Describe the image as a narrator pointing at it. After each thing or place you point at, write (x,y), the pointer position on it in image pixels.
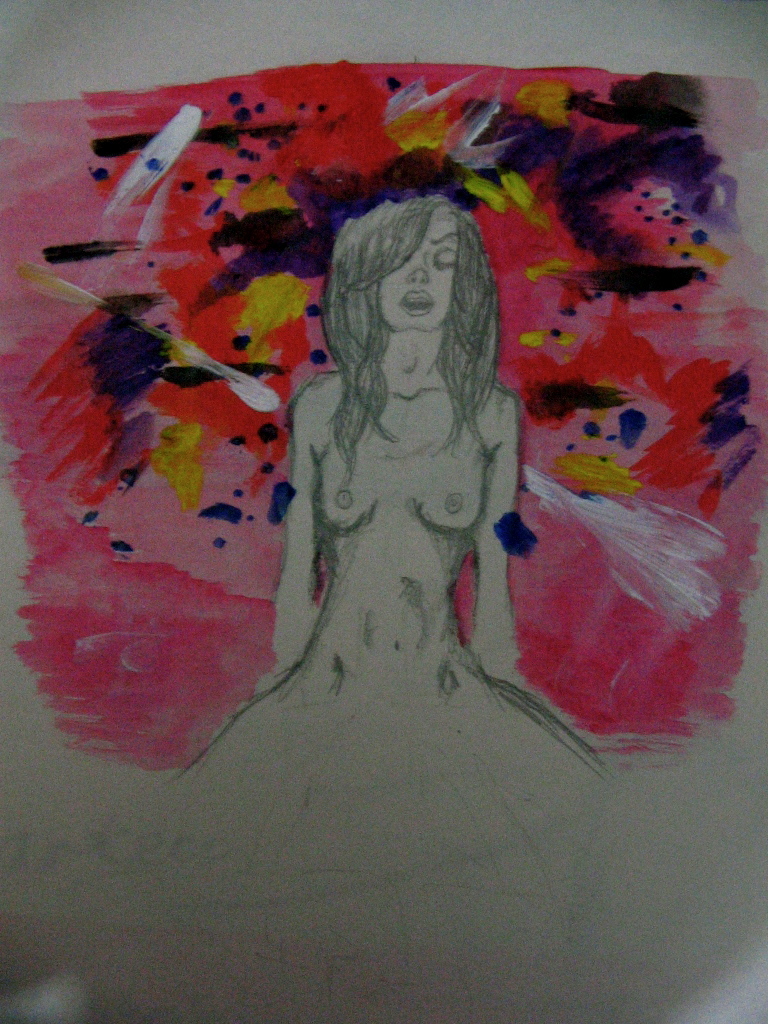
In this image we can see a drawing (644,476) of a woman (421,656) on the surface (588,31).
